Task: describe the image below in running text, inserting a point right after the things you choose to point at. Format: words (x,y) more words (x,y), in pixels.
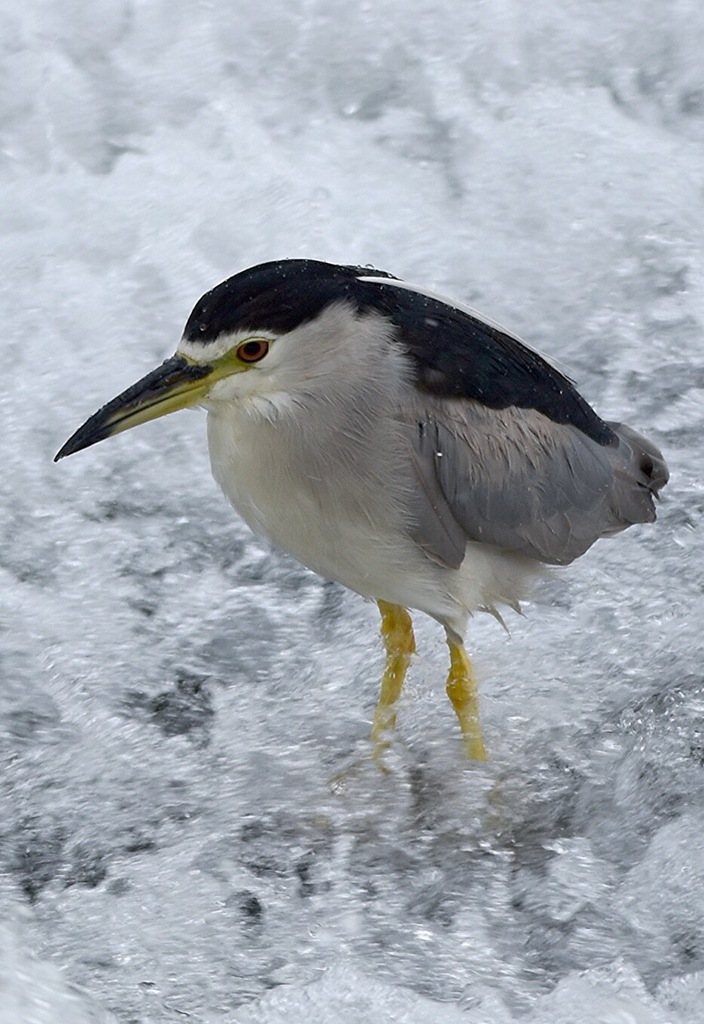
In this picture there is a white and black color bird (326,442) standing in the foamy water (380,250).
